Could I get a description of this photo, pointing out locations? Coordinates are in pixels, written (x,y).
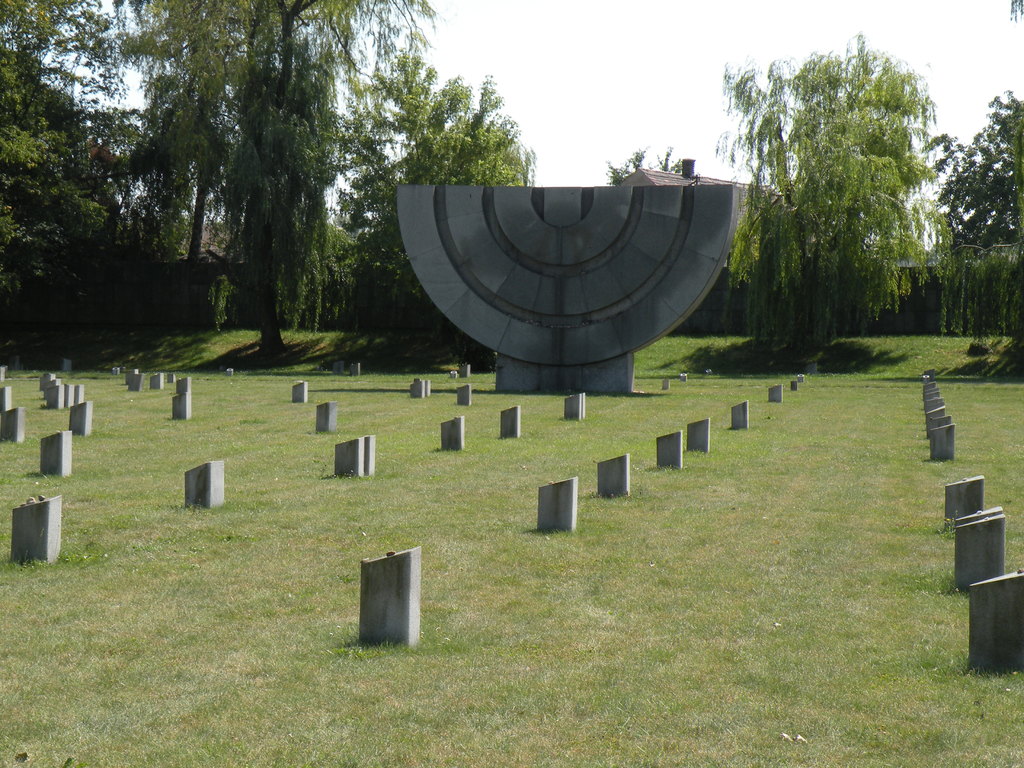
At the bottom of the picture (423,592), we see the grass (557,596) and there are many graves (399,591). In the middle of the picture (489,296), we see a grey color thing (555,278) which looks like a pillar (622,268). Behind that, we see a building (652,177). There are many trees (749,219) in the background (784,315).
